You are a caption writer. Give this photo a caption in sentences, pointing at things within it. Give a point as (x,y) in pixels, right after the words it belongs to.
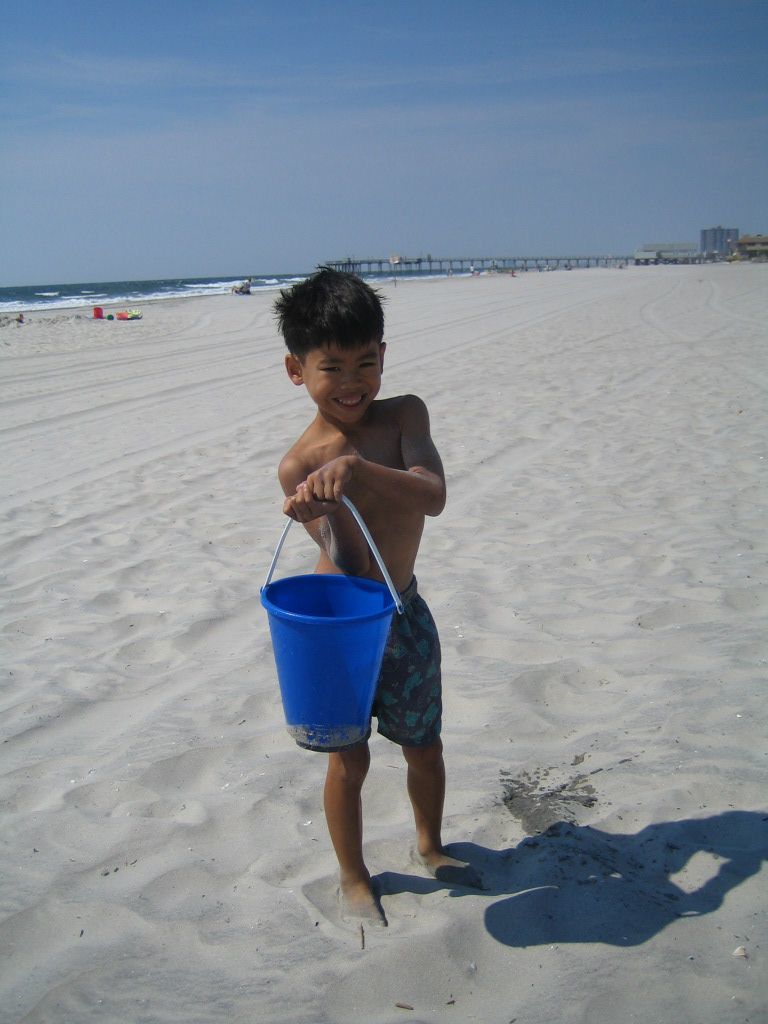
In this image there is a child (402,575) holding a bucket (325,615) and standing on the sand (369,818), a bridge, buildings (704,243), a sea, few objects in the sand (215,315) and the sky (378,185).
